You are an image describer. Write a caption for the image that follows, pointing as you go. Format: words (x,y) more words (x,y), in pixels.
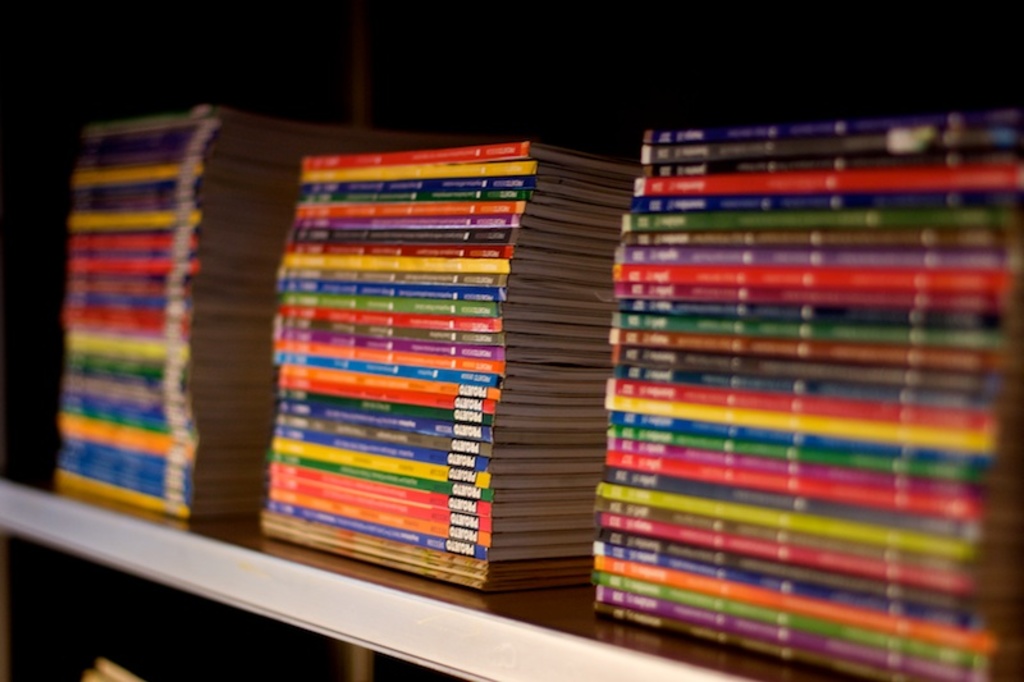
It is a zoomed in picture of many books (662,352) placed on a wooden rack (455,594).
